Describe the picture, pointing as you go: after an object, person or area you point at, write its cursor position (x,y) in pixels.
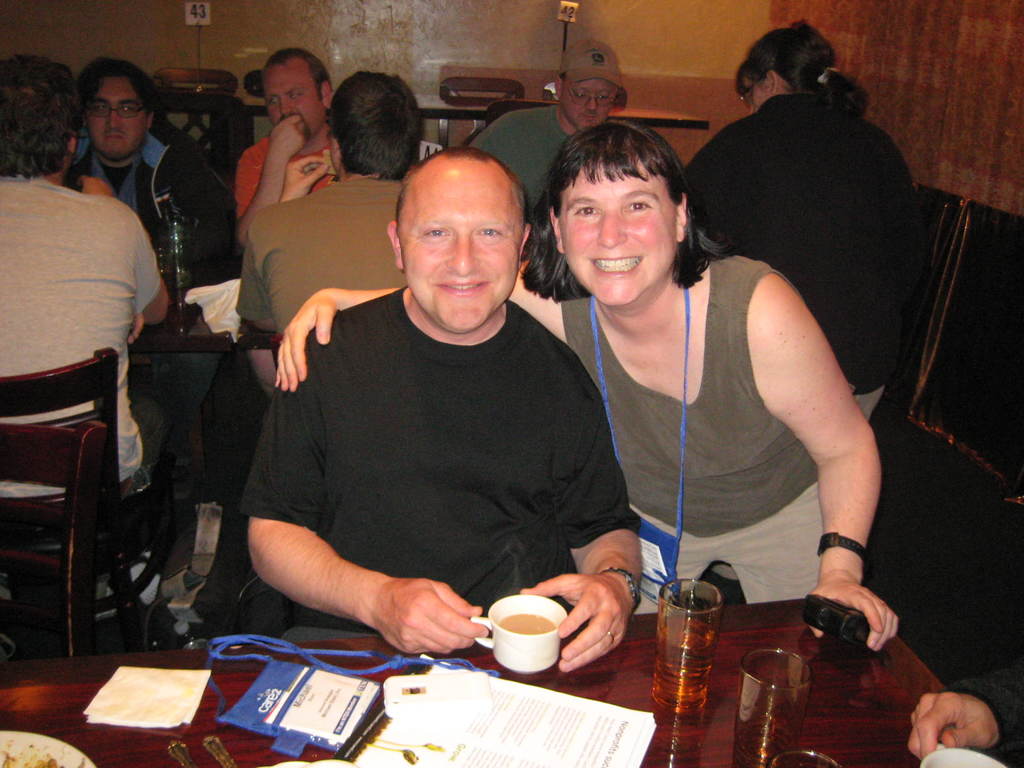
In this image we can see this people (295,343) are sitting on the chairs (13,472) near the table (270,751). We can see glasses (698,674), book (496,721), plate (63,757), identity card (298,727) and a cup (496,633) on the table (600,669).
